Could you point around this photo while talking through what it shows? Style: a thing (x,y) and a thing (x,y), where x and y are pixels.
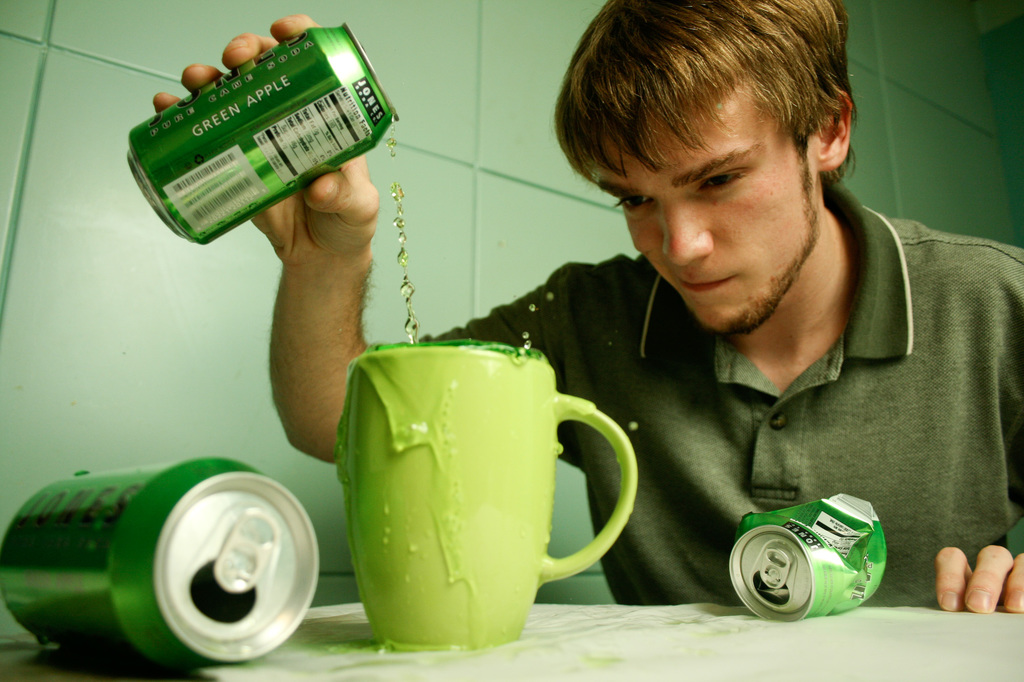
In this image we can see a person (677,235) holding a soda can (330,162), he is pouring the drink (416,328) into the cup (502,533), there are two other soda cans (785,600) on the table (725,627), also we can see the wall (408,161).
